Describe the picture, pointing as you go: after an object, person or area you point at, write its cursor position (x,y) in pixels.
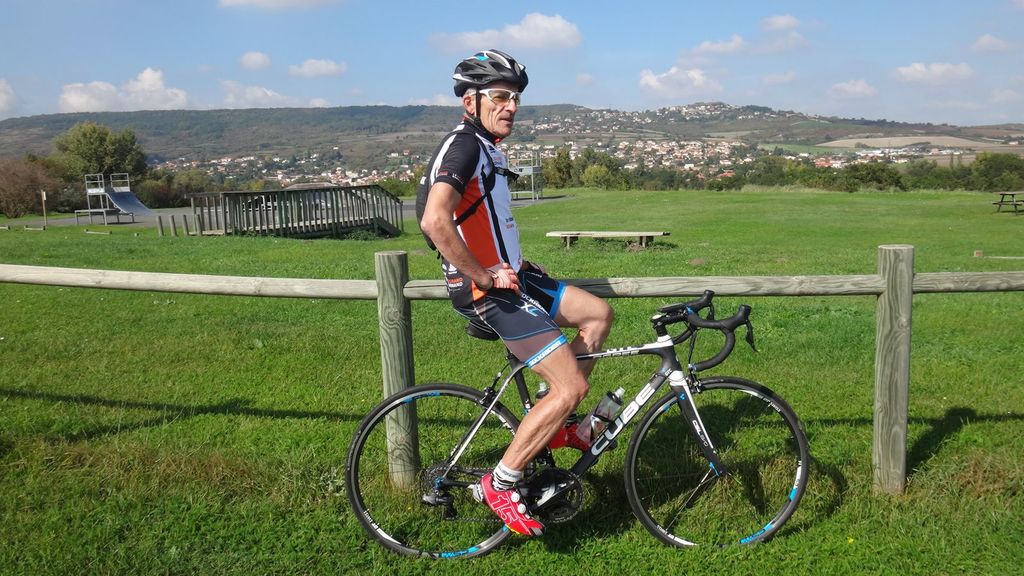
In this picture we can see a person (471,136) sitting on a bicycle (561,505), side we can see full of grass (627,254), bench (612,234), slide (115,195), around we can see trees (105,170) and buildings (683,110).
